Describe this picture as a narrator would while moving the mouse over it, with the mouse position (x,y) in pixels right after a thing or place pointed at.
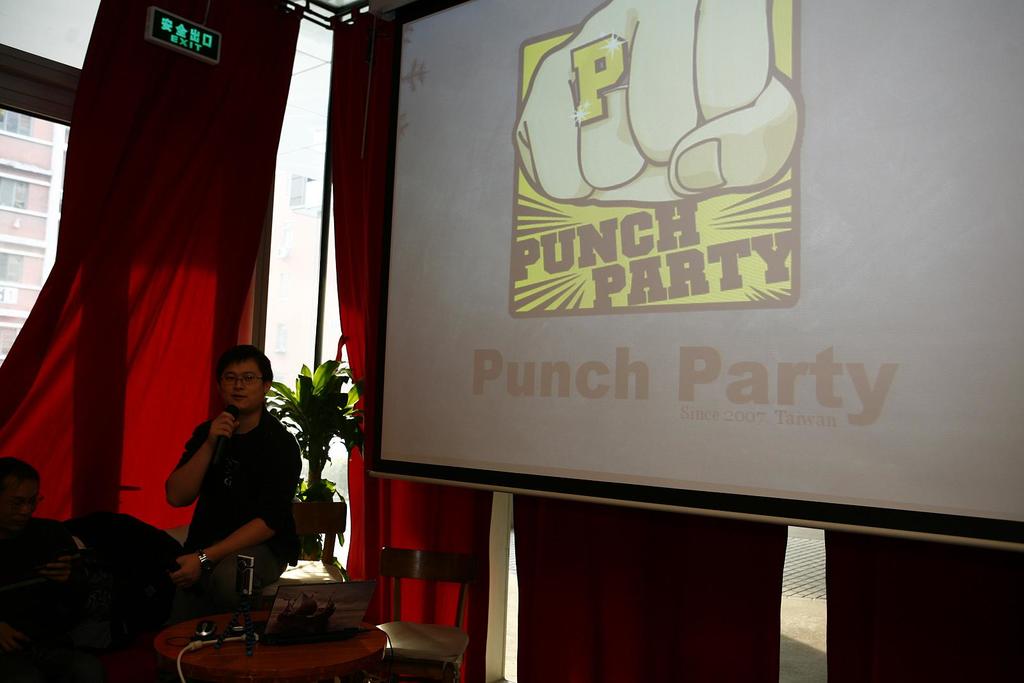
A man (260,461) with black dress (255,465) is sitting behind the table (309,655). He is holding a mic (224,445) in his hand (230,433). In front of him there is a table (260,661). On the table (330,651) there is a laptop (287,638). To the left corner (51,586) there is a man (49,571) sitting. And in the background (137,200) there is a red curtain (215,228). And to the left side (289,301) there is a building (4,272). And to the right side (828,345) there is a screen (626,310).
